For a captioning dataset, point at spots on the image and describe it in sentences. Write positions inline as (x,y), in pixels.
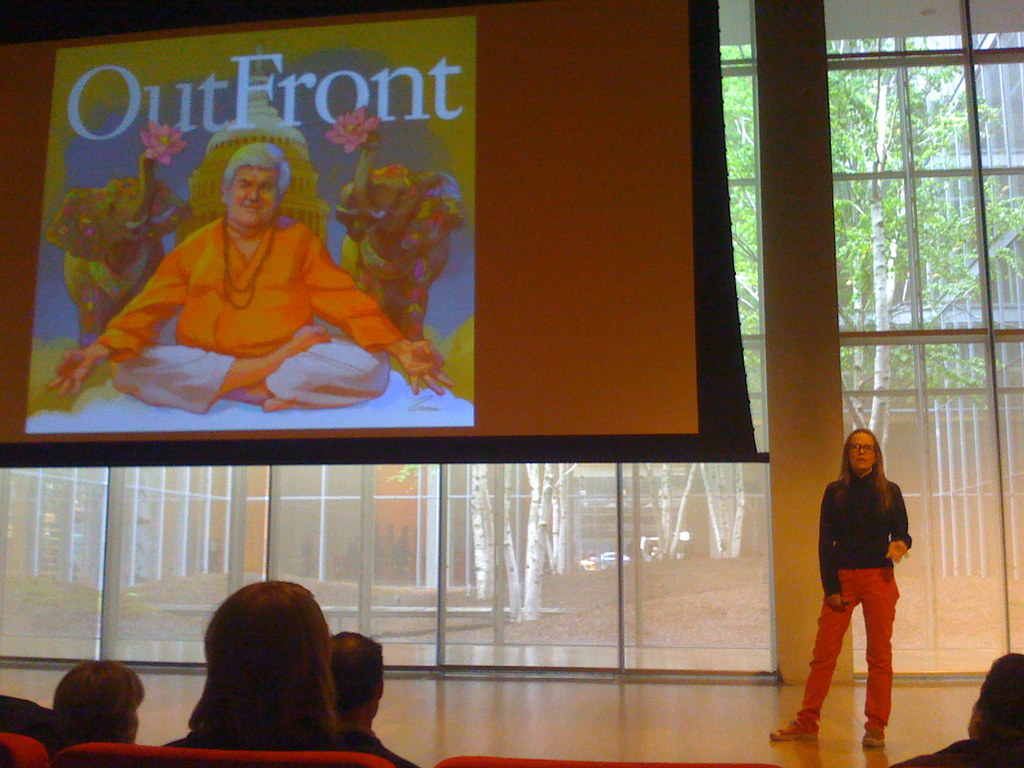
On the right side of the image (812,689) we can see a lady (877,692) is standing on the floor (757,755) and talking. At the bottom of the image (138,692) we can see some people (79,717) are sitting on the chairs (16,751). In the background of the image (366,590) we can see the glass doors (512,484), board (478,345). Through the glass doors (548,560) we can see the trees (919,83), building (961,463).
